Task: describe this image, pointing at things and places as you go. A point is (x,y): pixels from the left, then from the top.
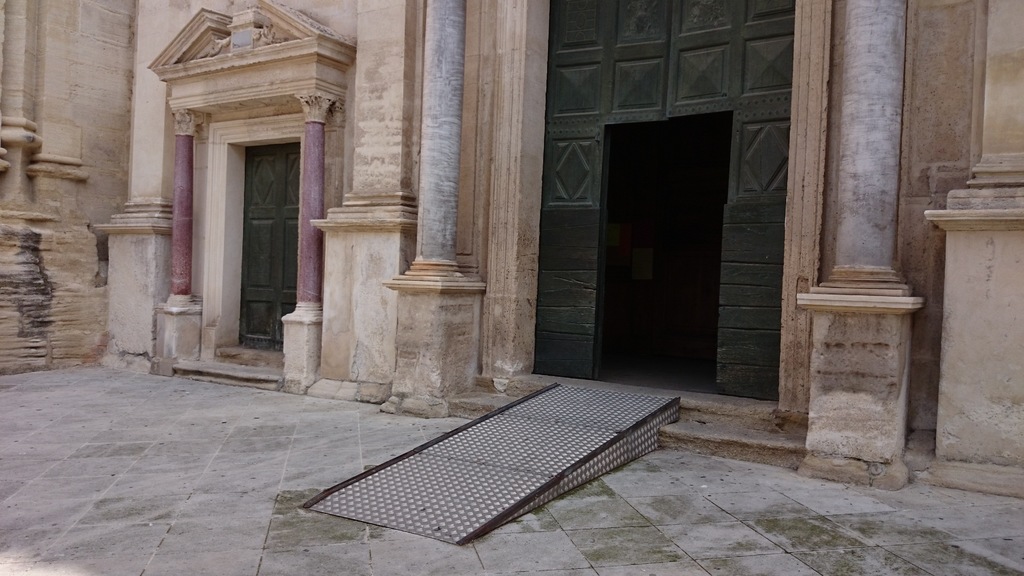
In this image I can see a building (345,157) and a green colour door (277,287) over there.
